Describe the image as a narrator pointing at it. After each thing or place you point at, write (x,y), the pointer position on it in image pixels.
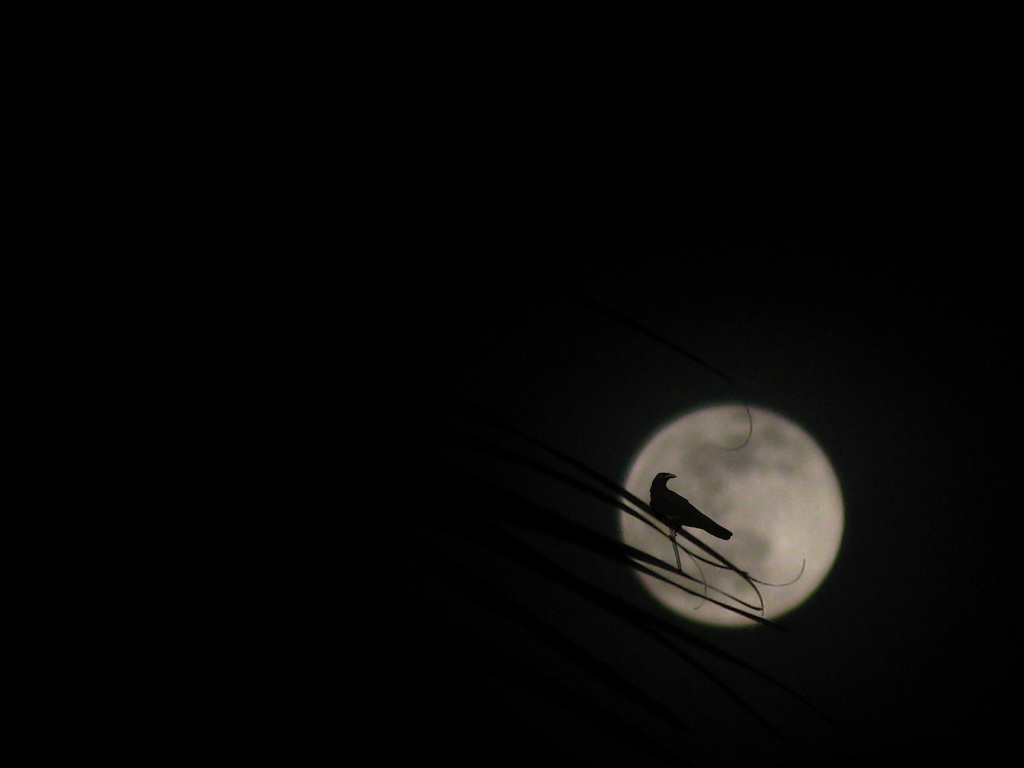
In the image we can see a bird (661,517) on the leaves (600,545), we can even see a moon (787,529) and a dark sky (621,293).
